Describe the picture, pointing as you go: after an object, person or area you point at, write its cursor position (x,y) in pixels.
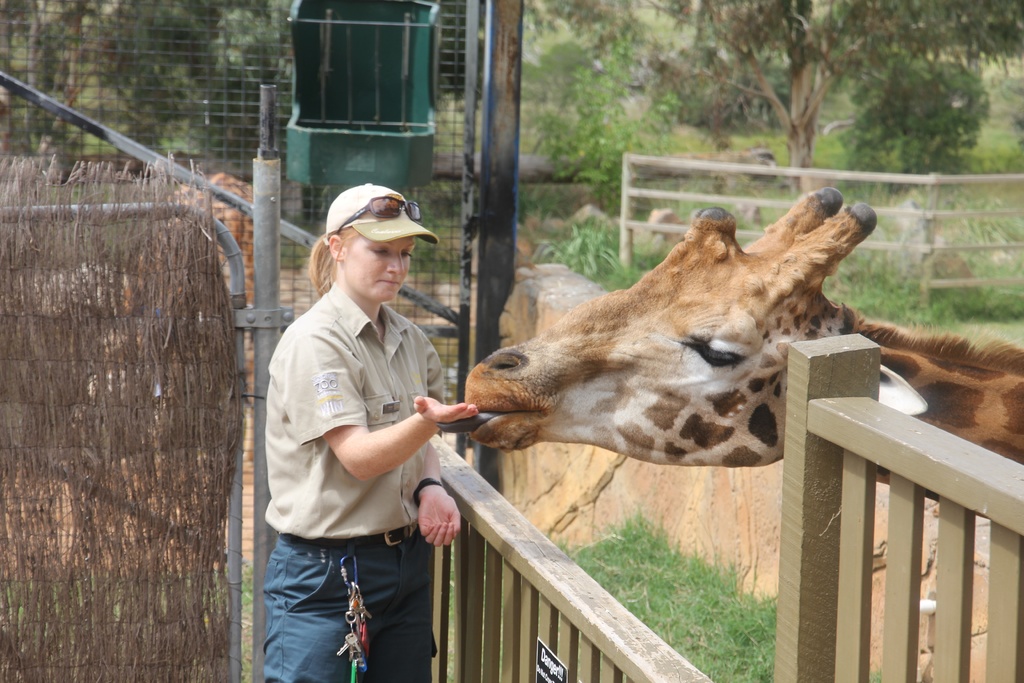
Here in this picture we can see a woman (367,369) standing over a place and she is wearing a cap (387,231) with goggles (398,208) on it and feeding the giraffe (539,366) present in front of her and in between them we can see a wooden railing (491,496) present and on the ground (599,553) we can see grass (589,562) present and we can also see plants (554,203) and trees (735,62) present and we can also see rock stones (650,492) present on the ground (979,270) and behind her we can see fencing (435,197) present and we can see she is carrying a bunch of keys (362,629).
